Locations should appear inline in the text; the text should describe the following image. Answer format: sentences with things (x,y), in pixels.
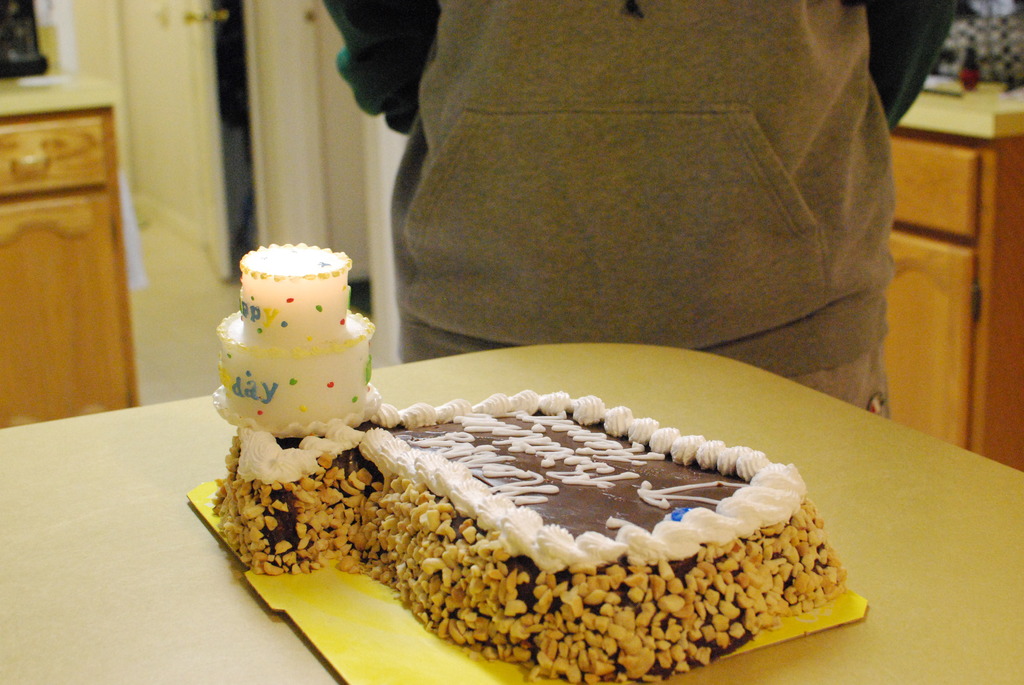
In this image we can see a table (91,477) and on the table (868,488) there is a cake (296,501). Beside the table (443,388) we can see a person (424,125).
